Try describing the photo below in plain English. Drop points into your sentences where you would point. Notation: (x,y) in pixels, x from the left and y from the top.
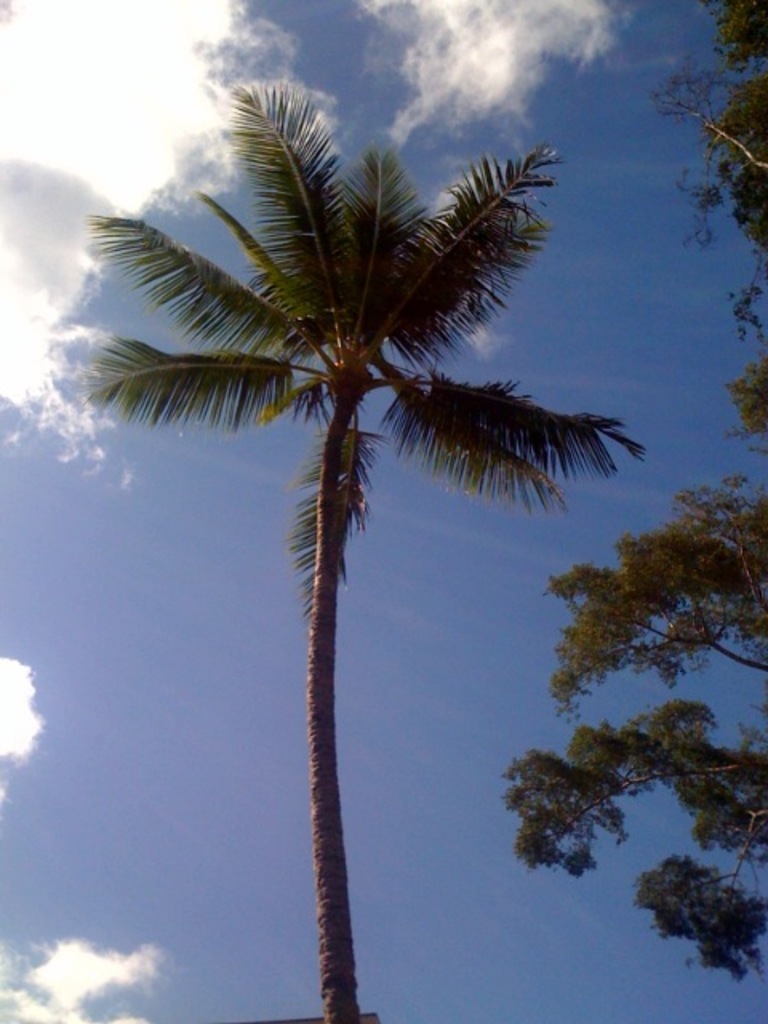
In this image in the middle (343,369), there is a coconut tree (370,278). On the right (720,513) there are trees (678,795). In the background (345,671) there is sky (196,628) and clouds (203,117).
